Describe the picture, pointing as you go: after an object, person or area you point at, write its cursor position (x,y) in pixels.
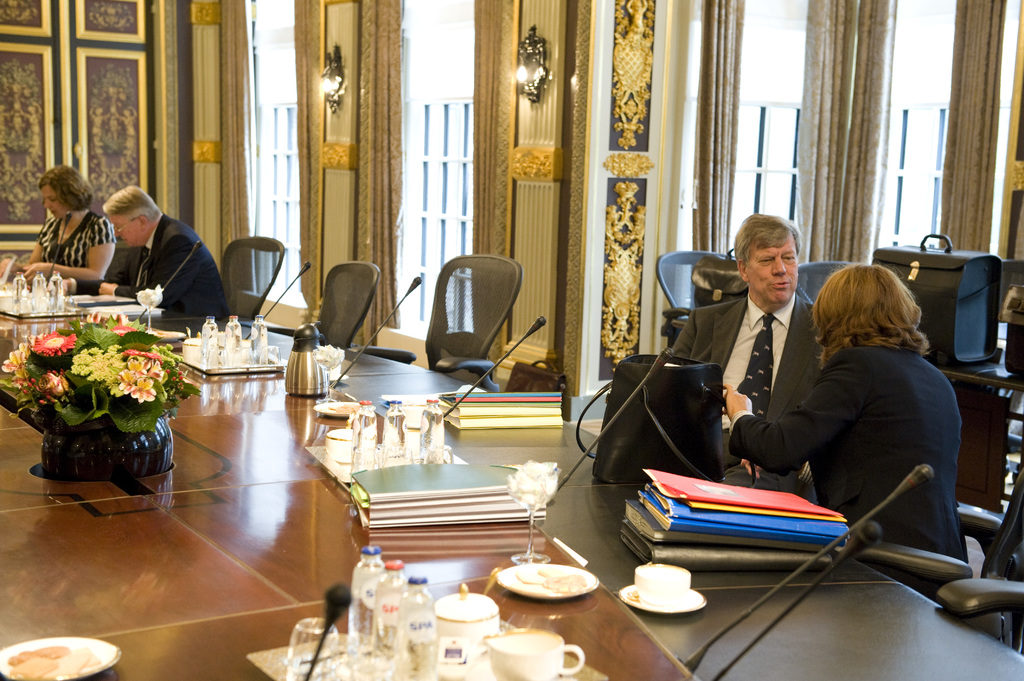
This image is clicked in a room (560,166). There are lights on the top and there are curtains (855,160) on the right side (959,162) and left side (236,171). There are so many chairs (889,565) and table (130,550). Chairs (248,267) around the table (863,623), there are so many mics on table (818,595). On table (499,530) there are water bottles (409,612), plates (567,596), cups (538,637), saucers (591,572) files (648,504), books (386,503), flowers (110,403) and edibles (543,573).
